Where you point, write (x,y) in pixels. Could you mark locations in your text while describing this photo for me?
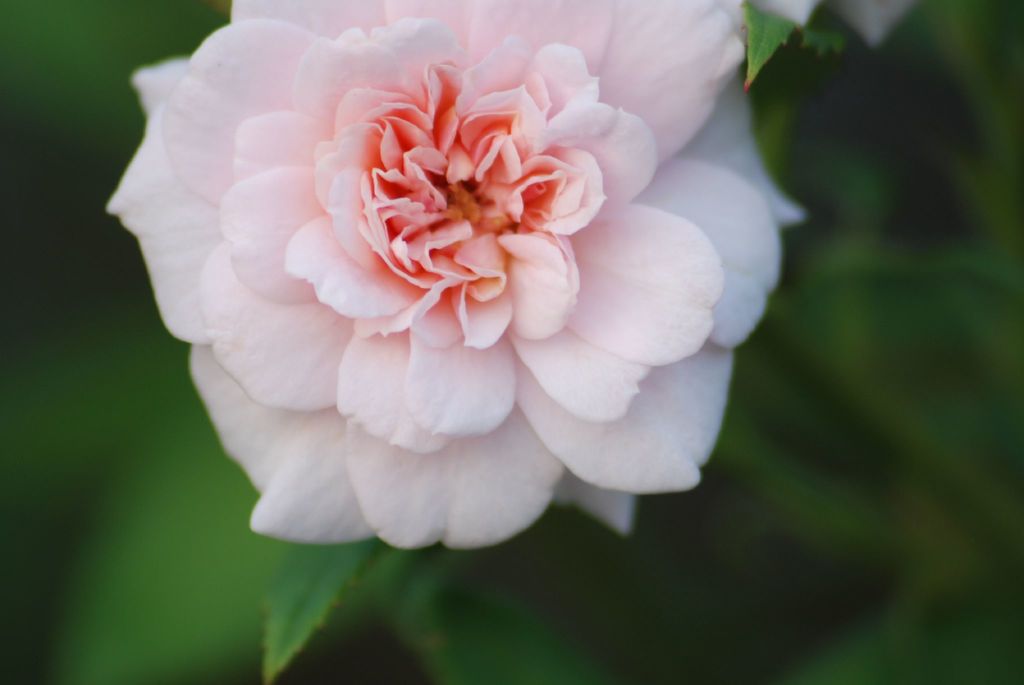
In this image we can see flower (545,216) to the plant (599,457).
